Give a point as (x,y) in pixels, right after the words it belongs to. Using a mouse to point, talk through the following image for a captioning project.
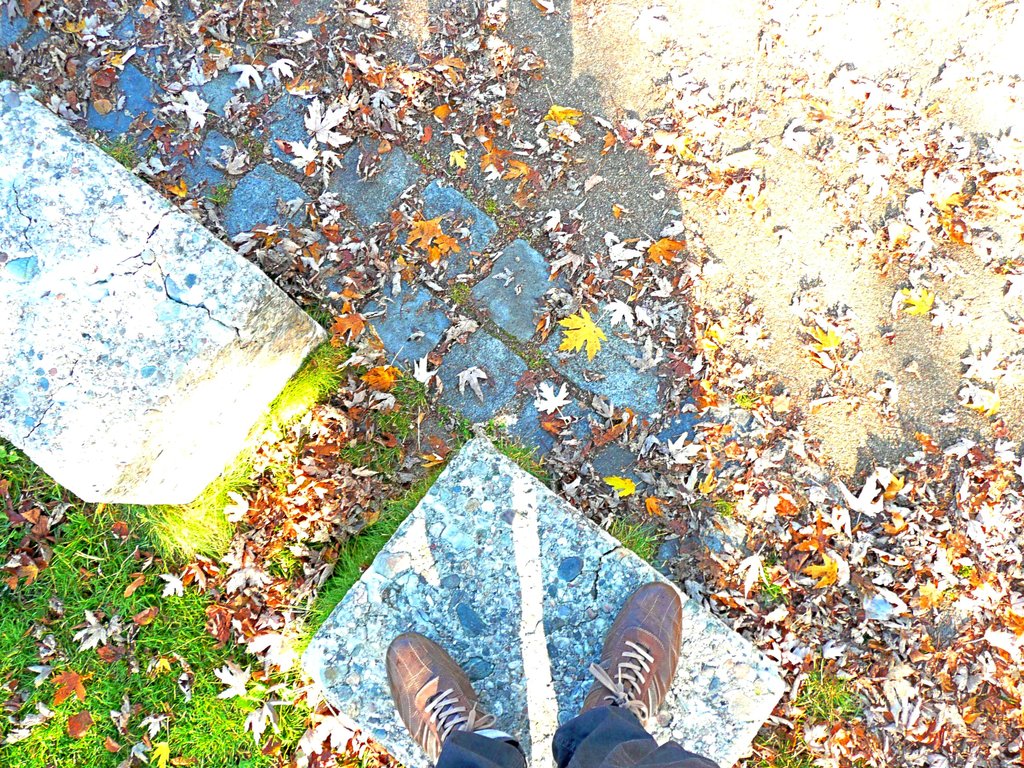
In this image, there are some dried leaves (890,259) on the ground (584,471), there is a person (638,646) wearing brown color shoes (618,642), the person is standing on a small pillar (518,670).
